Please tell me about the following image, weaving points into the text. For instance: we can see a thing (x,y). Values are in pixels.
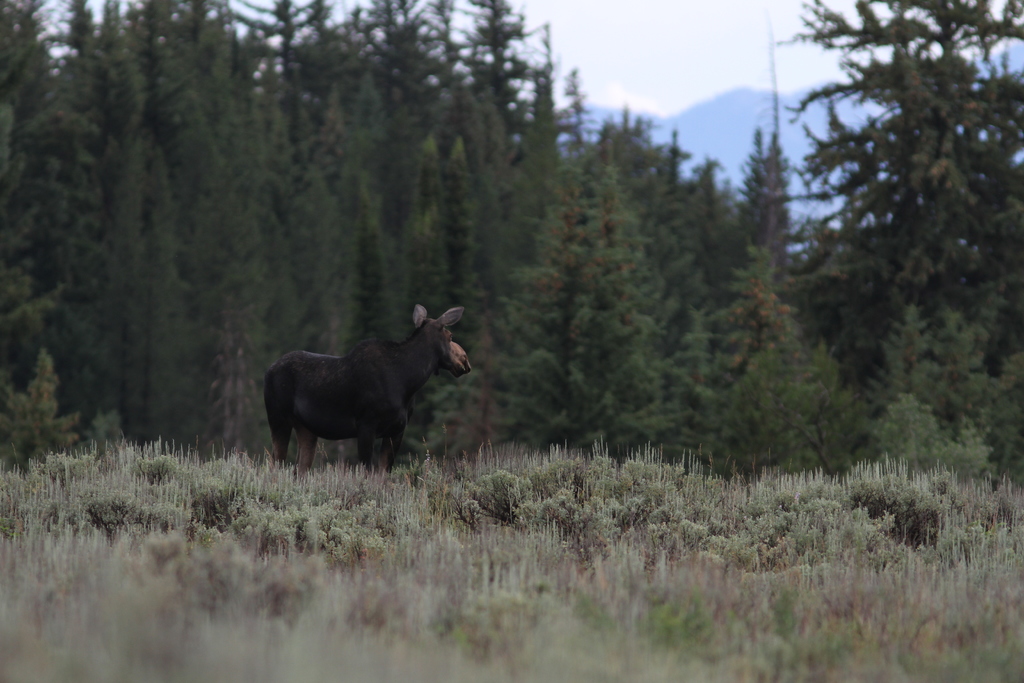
In the center of the image (424,324), we can see an animal (390,397) and in the background (557,259), there are trees (720,433). At the bottom (424,537), there are plants (660,527). At the top (701,38), there is sky (698,70) and we can see hills (731,101).
